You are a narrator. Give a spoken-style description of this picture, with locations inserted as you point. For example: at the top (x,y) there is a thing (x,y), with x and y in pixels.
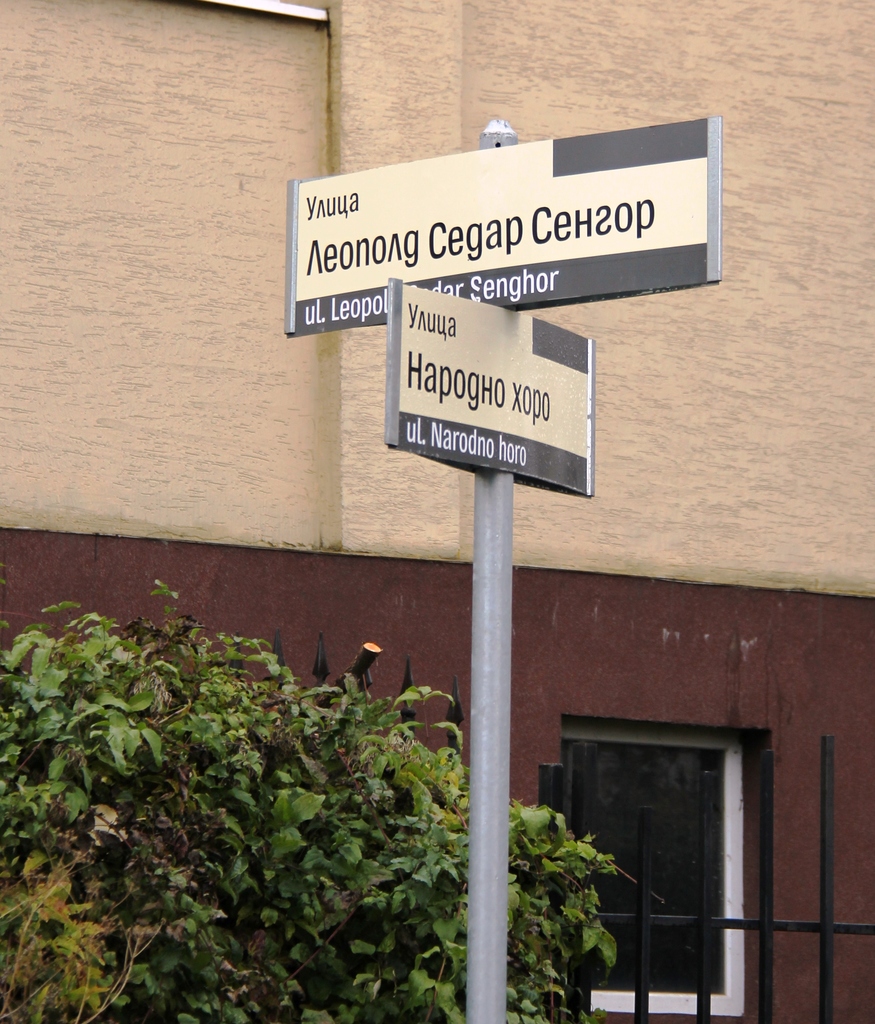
In the image there is a name board (496,454) in the front (485,694) with a plant (419,830) beside it followed by a fence (719,922) and building (724,499) in the background (522,31).
